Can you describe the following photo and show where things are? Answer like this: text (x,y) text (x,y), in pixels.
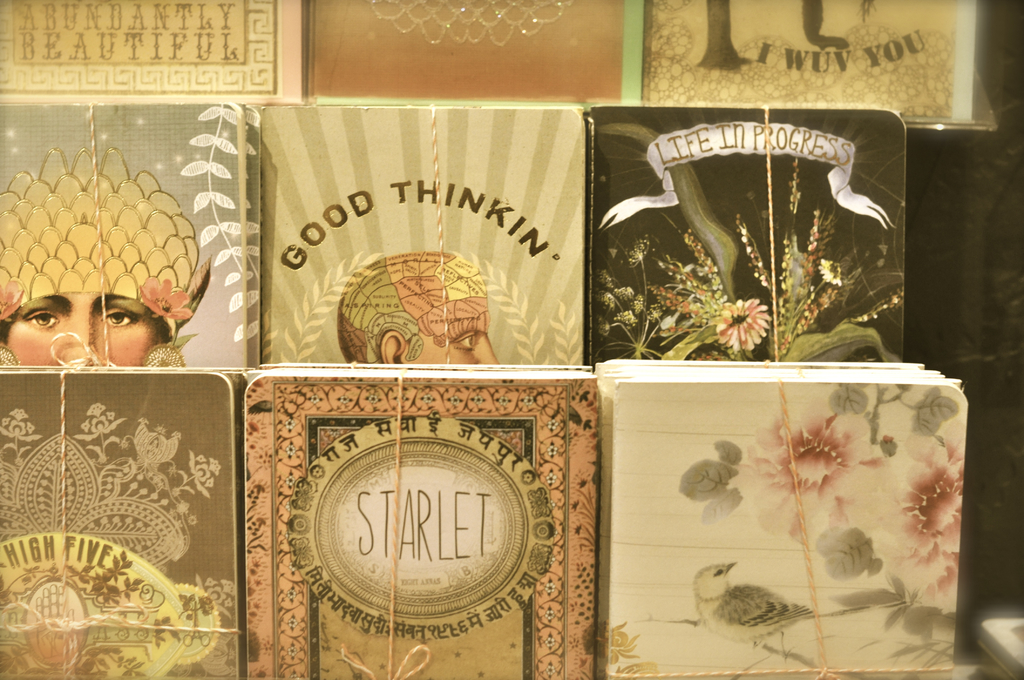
In this image, we can see some different books (448,275).
